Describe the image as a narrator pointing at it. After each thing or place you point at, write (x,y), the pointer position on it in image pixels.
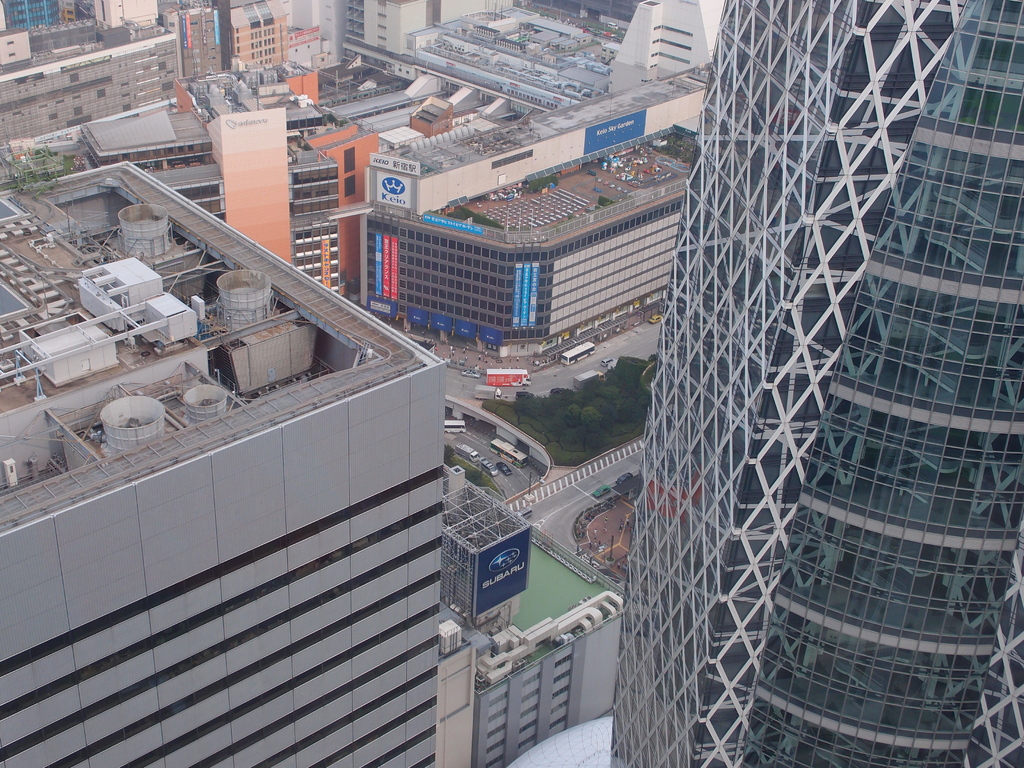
In this picture we can see buildings (574,284), boards (404,178), trees (580,431), vehicles (596,377) on the road (608,350) and objects (206,317).
